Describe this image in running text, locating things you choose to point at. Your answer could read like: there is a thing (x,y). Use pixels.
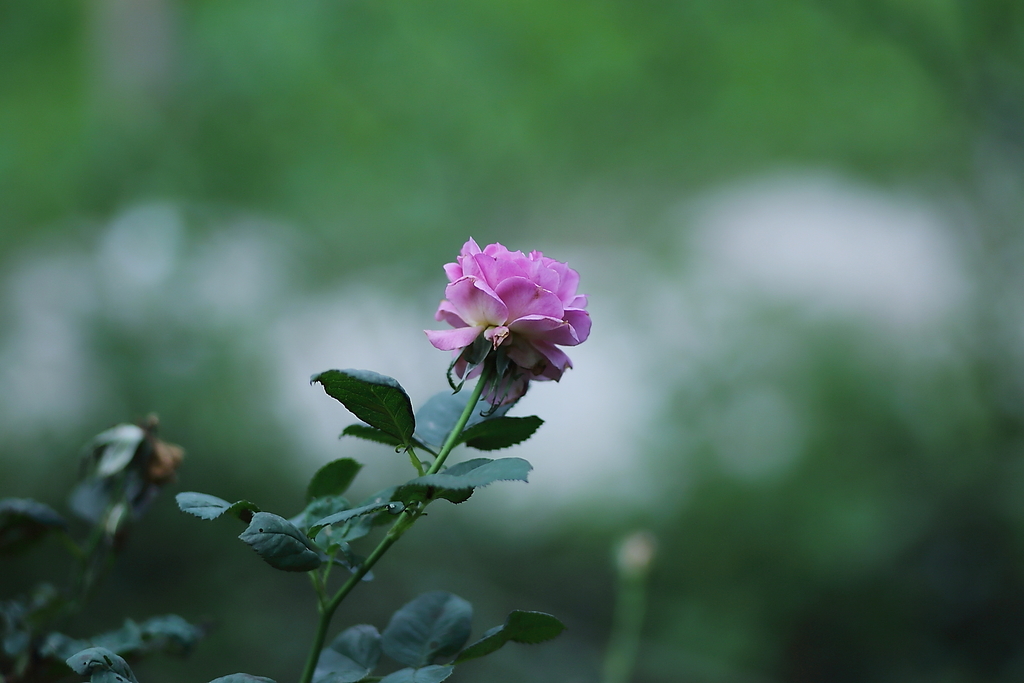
In front of the image there is a plant (413,412) and a flower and the background of the image (816,563) is blur.
